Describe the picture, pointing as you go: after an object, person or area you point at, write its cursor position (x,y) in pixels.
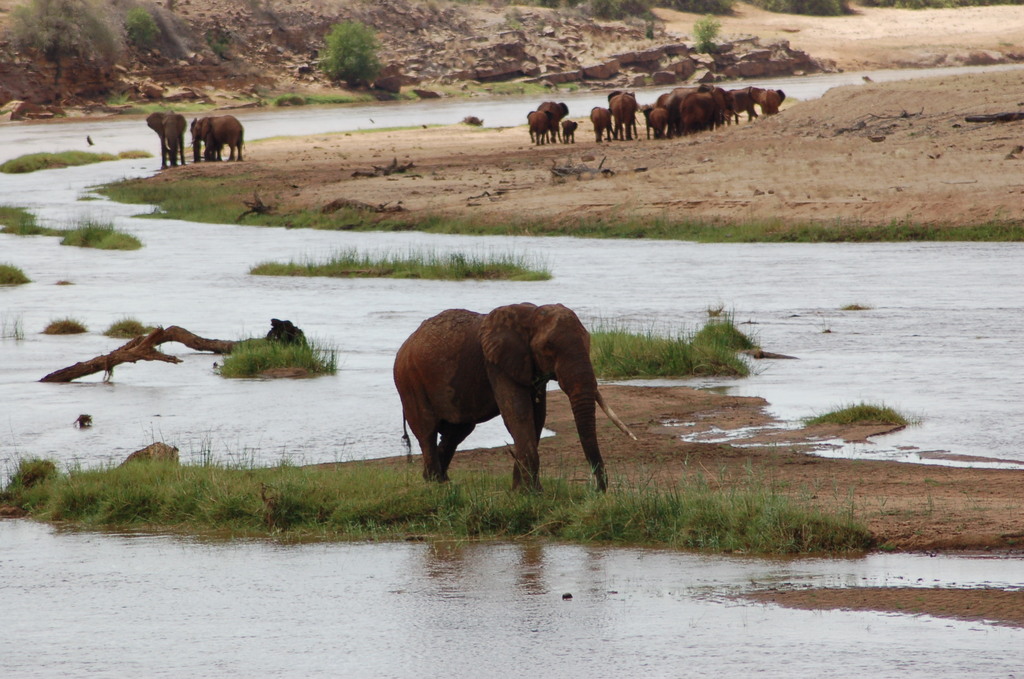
Here we can see an elephant (511,408) walking on grass (420,496) and we can see water (95,352). Background we can see elephants (169,124), animals (551,113) and plants (70,31).
